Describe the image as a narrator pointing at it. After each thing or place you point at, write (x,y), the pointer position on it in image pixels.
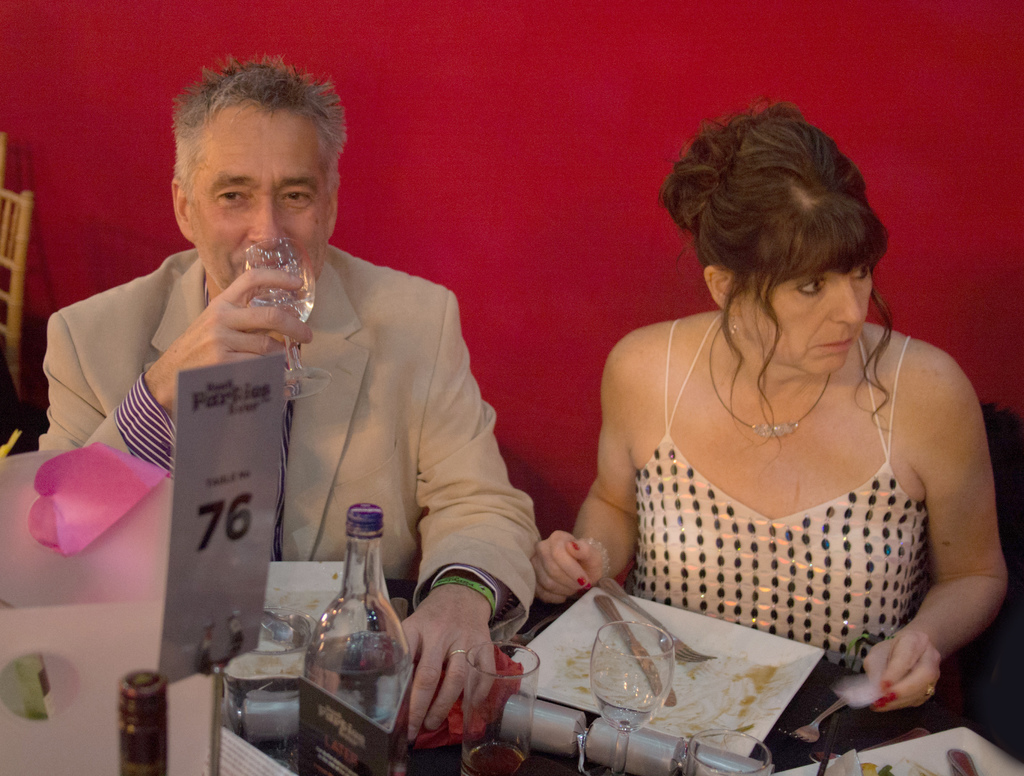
In this image, we can see two persons (604,393) in front of the table (795,746). This table (808,746) contains glasses (663,688), bottle (330,643), knife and fork (680,657). The person (399,382) who is on the left side of the image (279,321) holding a glass (261,302) with his hand (241,337).
